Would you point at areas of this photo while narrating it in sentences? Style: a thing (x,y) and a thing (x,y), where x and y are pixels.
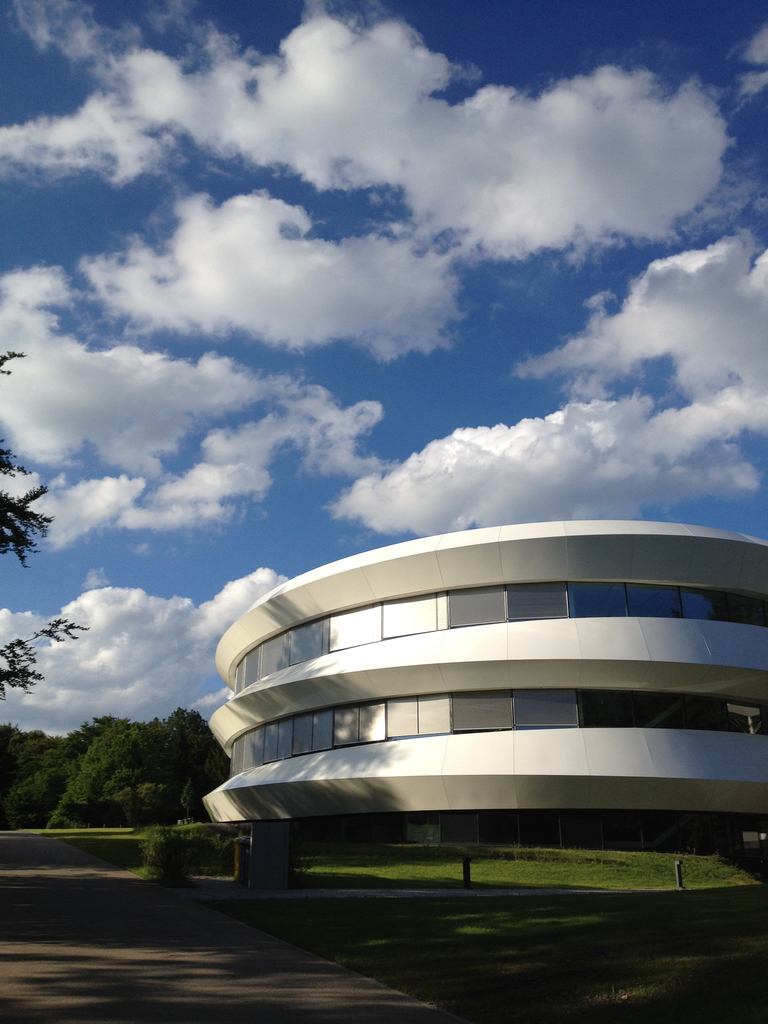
There is a building (485,684) and grassland (370,867) in the foreground area of the image (320,850), there are trees (145,749) and the sky (203,511) in the background (365,496).
